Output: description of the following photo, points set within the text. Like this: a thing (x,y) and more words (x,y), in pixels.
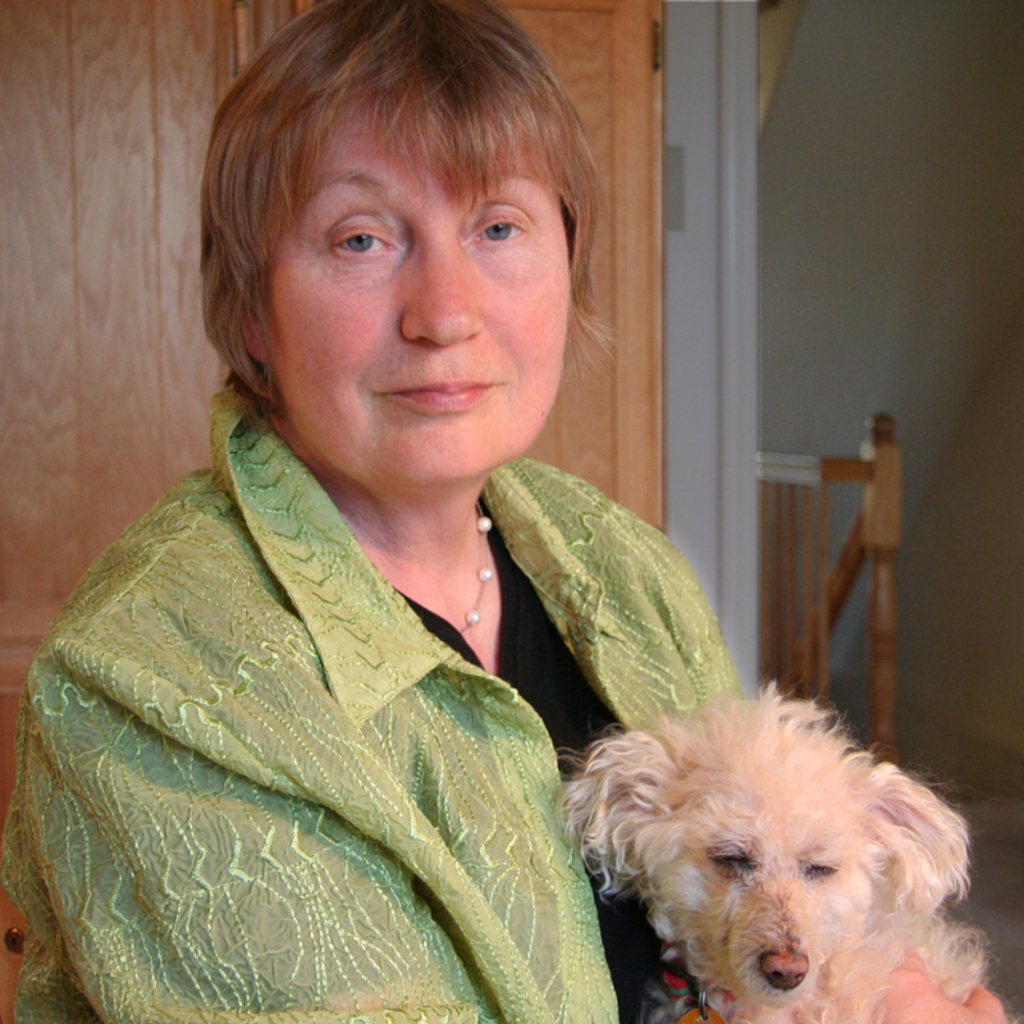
This is the picture of a woman (265,727) in green shirt (265,727) holding a dog (726,880). Background of the woman (317,692) is a wooden door (148,273) and a wall (674,341) which is in white color.
